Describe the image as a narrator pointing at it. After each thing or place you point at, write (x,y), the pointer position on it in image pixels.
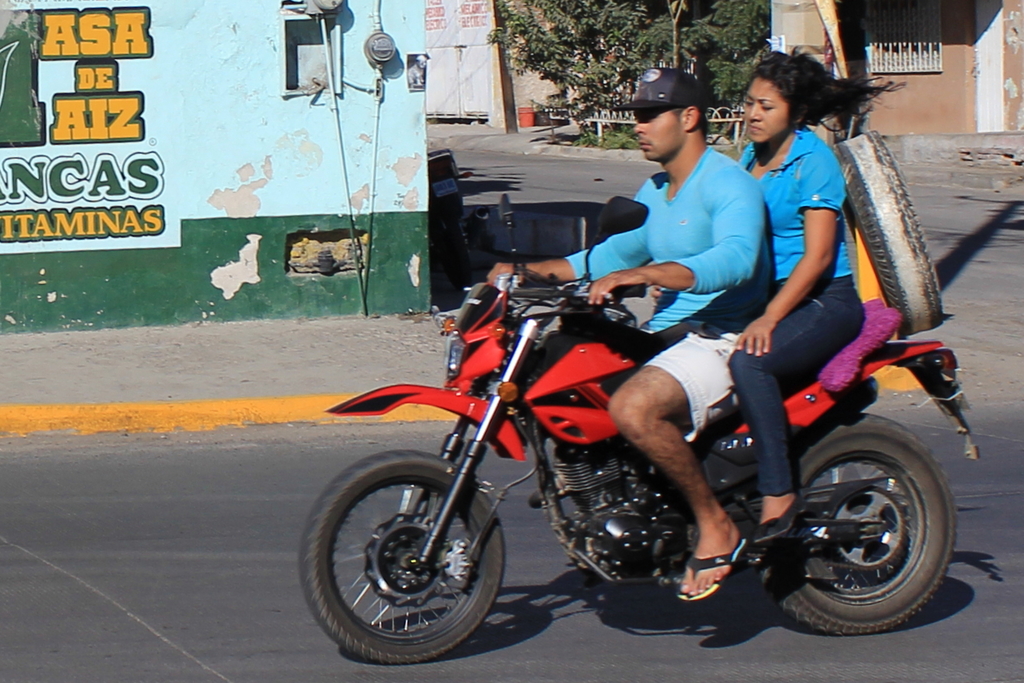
The person (684,363) wearing a short (692,366) is riding a red bike (580,384) and the other lady (806,231) who is wearing a blue shirt (813,181) is sitting behind him and there's also something written on the wall (242,116) beside them.
